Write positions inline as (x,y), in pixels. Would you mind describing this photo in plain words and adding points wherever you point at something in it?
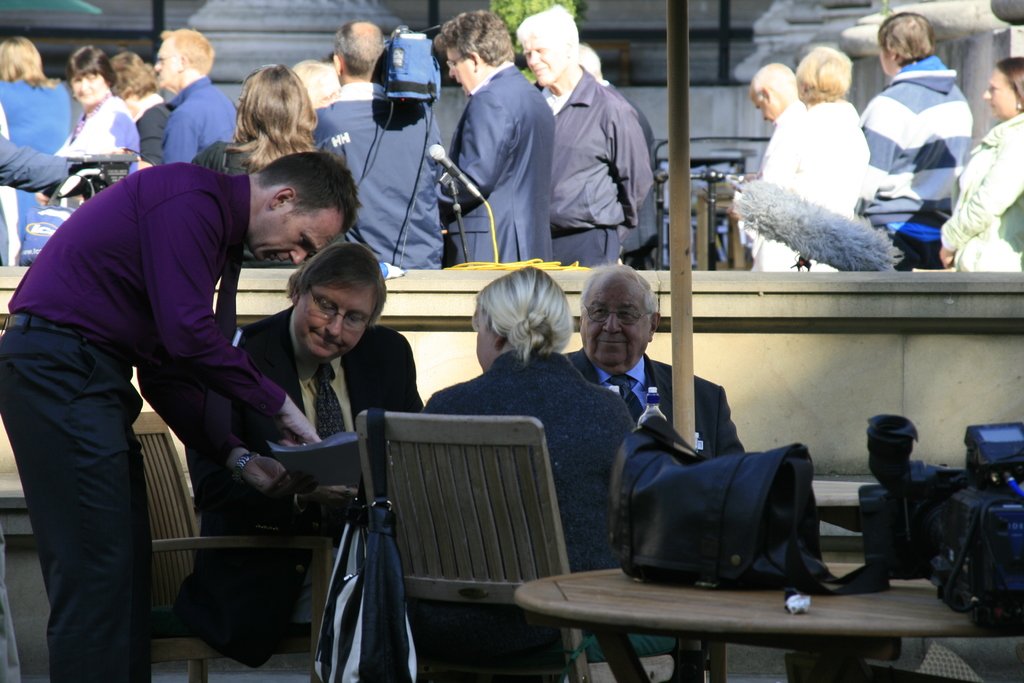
In the picture there are few people (527,406) sat on chairs (533,478) around table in front (403,362). this seems to be in a courtyard (250,312), in the background (942,91) there are many people (469,127) stood.
